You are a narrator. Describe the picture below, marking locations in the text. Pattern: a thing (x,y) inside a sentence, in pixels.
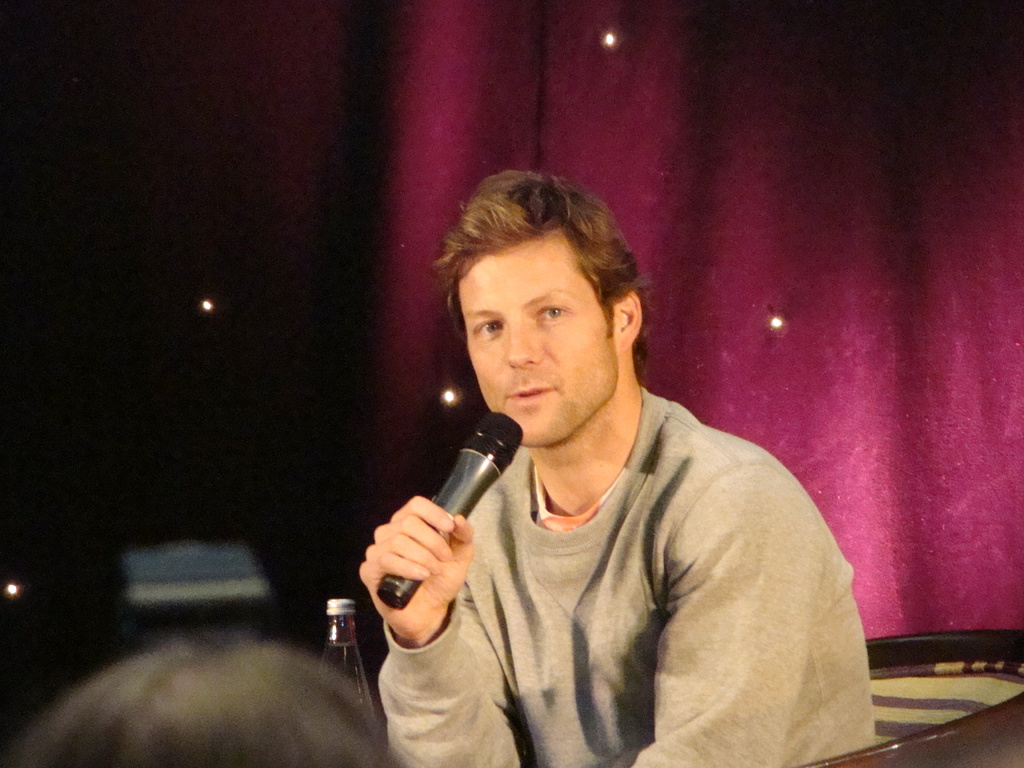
In this picture there is a man (607,396) sitting and talking and he is the holding microphone (397,591). In the foreground (190,683) there is a person (307,698). At the back (316,569) there is a bottle (356,670) and there is a curtain (427,239).
